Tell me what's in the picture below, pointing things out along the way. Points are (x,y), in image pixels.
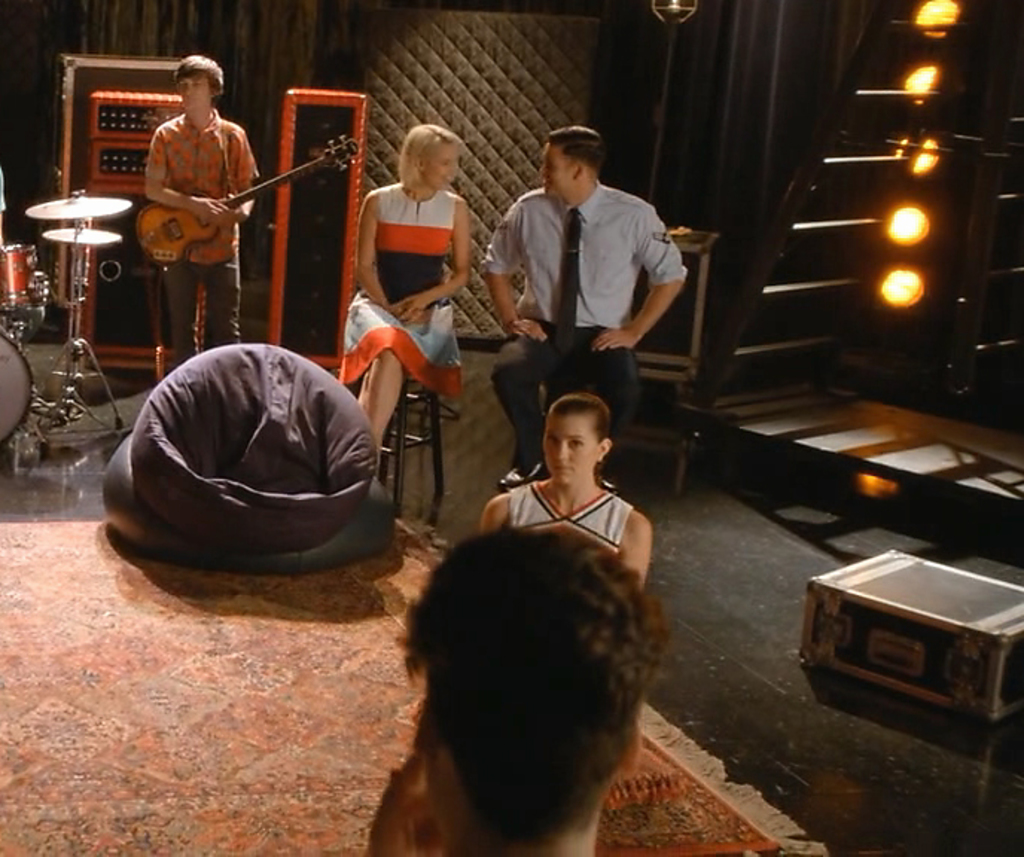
In the middle of the image (604,348) few people (571,133) are sitting on chairs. Top right side of the image (951,8) there are few lights (949,7). Top left side of the image (156,139) a man (177,126) is standing and holding guitar (157,237). Behind him there is a wall (54,24). Bottom left side of the image (133,613) there is a mat (215,588) on the mat (226,581) there is a bean bag (284,483) and there are few drums (74,207).
